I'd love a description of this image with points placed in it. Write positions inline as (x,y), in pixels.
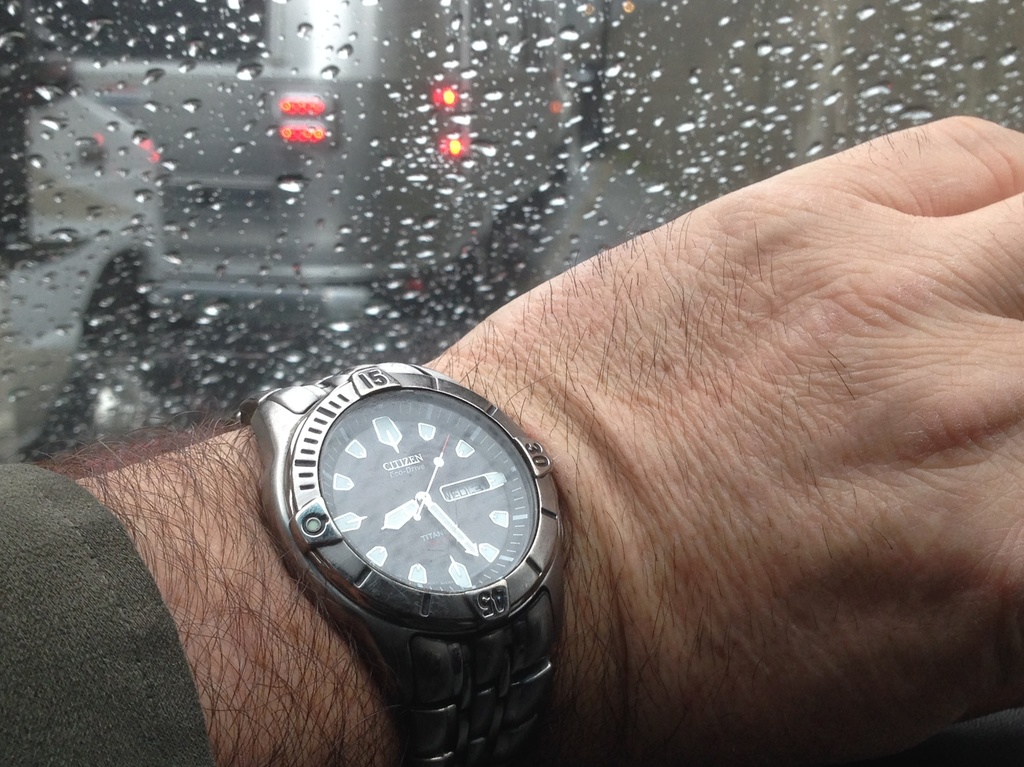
In front of the picture, we see the hand (736,498) of the man (182,546) wearing a watch (452,569). Behind that, we see a glass (356,209) from which we can see the car (46,230) moving on the road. It might be raining outside.
